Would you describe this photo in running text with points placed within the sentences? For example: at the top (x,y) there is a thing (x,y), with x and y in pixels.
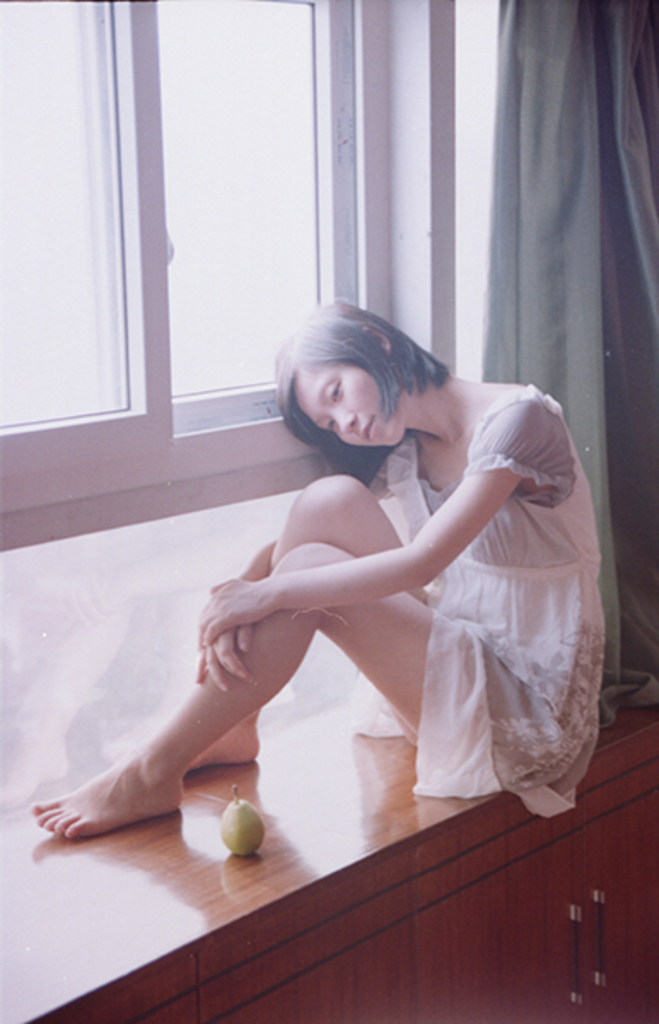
In this image, we can see a person (457,553) wearing clothes (459,588) and sitting beside the window (316,298). There is fruit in the middle of the image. There is a curtain (635,614) on the right side of the image (635,558). There is a cupboard (485,991) at the bottom of the image (414,1015).
